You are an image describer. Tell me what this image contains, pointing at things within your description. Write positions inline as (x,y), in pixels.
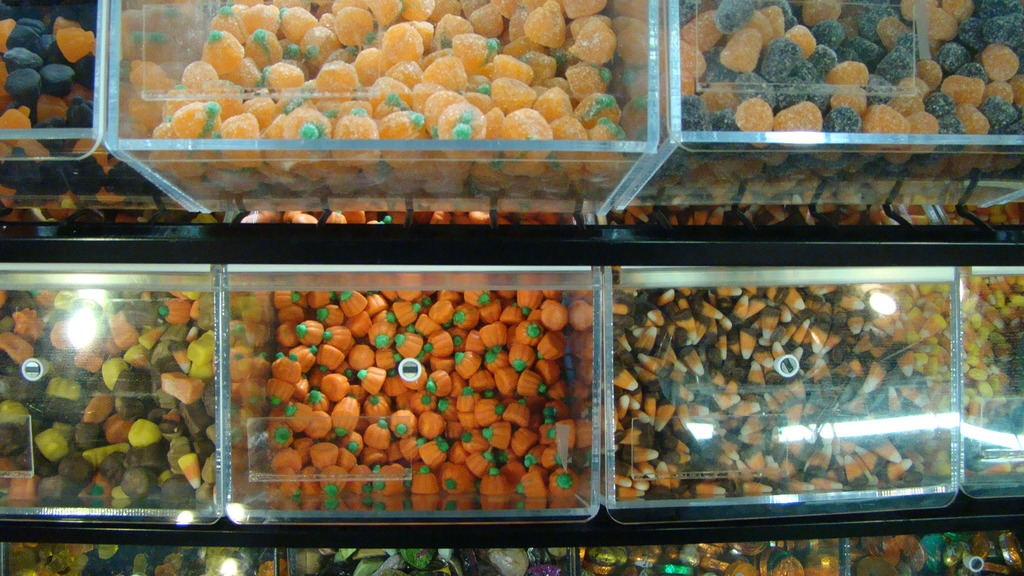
In this image we can see food items (76,24) in the boxes (646,136). The boxes (674,177) are placed on the racks (295,226).
